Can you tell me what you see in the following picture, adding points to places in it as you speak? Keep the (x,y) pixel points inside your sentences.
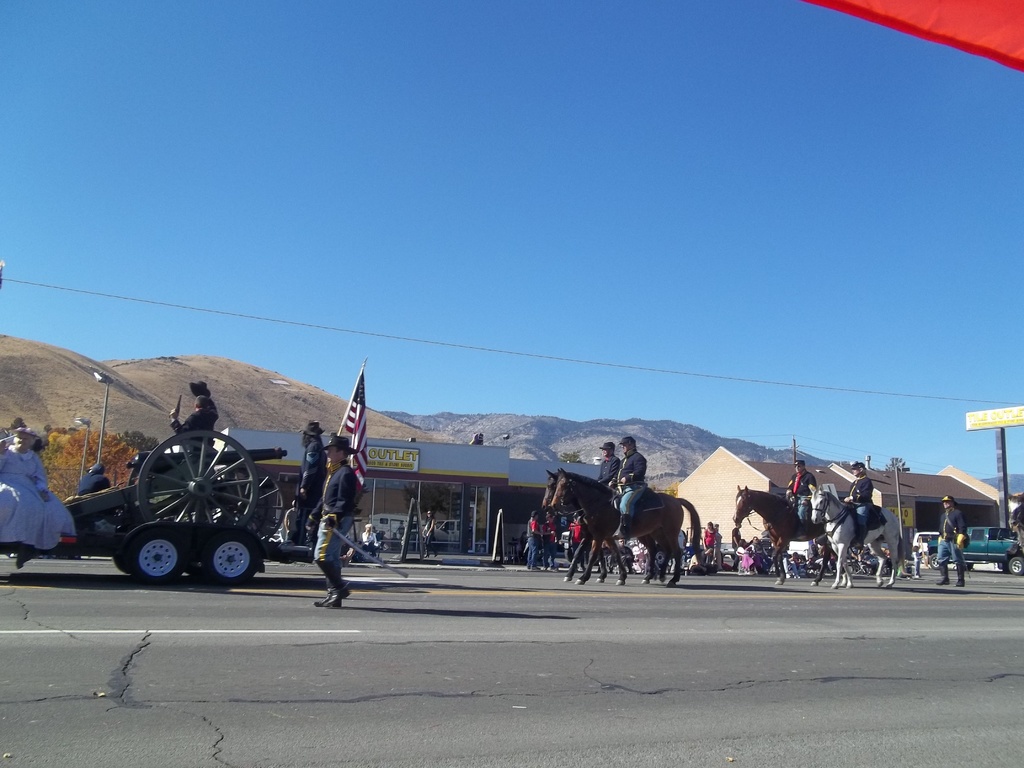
In this image we can see few persons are walking on the road (530,591), riding horses (604,508), trees (146,444), buildings (502,463), poles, vehicles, boards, few persons (214,409) are on a cart (154,530), hills (22,366), wires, objects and the sky (673,207).
